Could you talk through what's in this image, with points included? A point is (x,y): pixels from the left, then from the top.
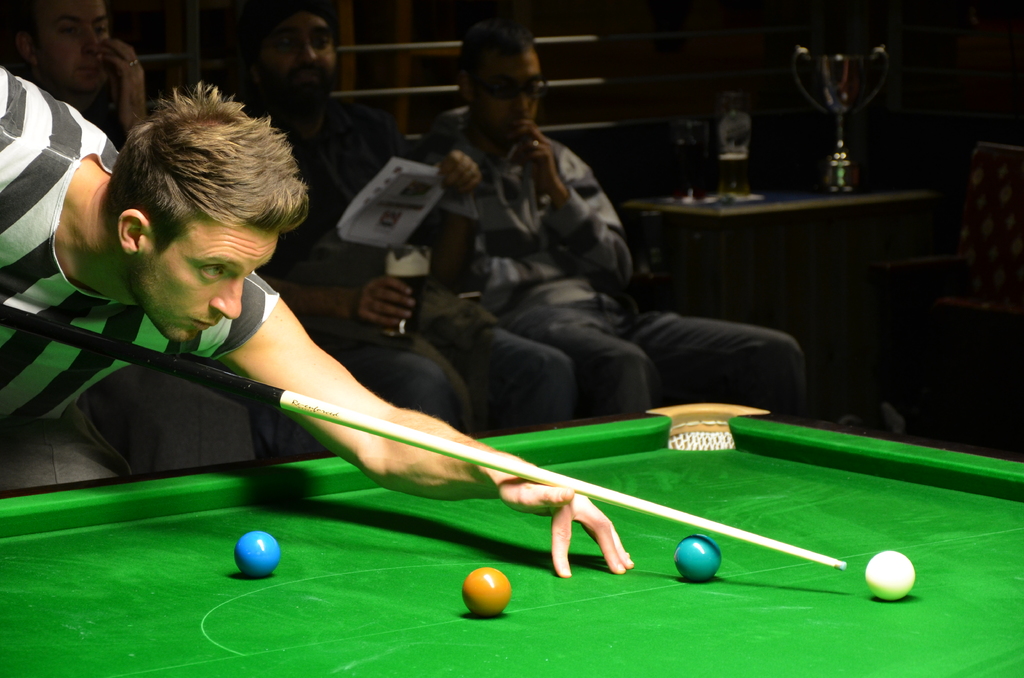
On the left (11,86) a man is playing the snooker behind him there are three men (521,22) sitting. On the right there is a cup (806,62).
